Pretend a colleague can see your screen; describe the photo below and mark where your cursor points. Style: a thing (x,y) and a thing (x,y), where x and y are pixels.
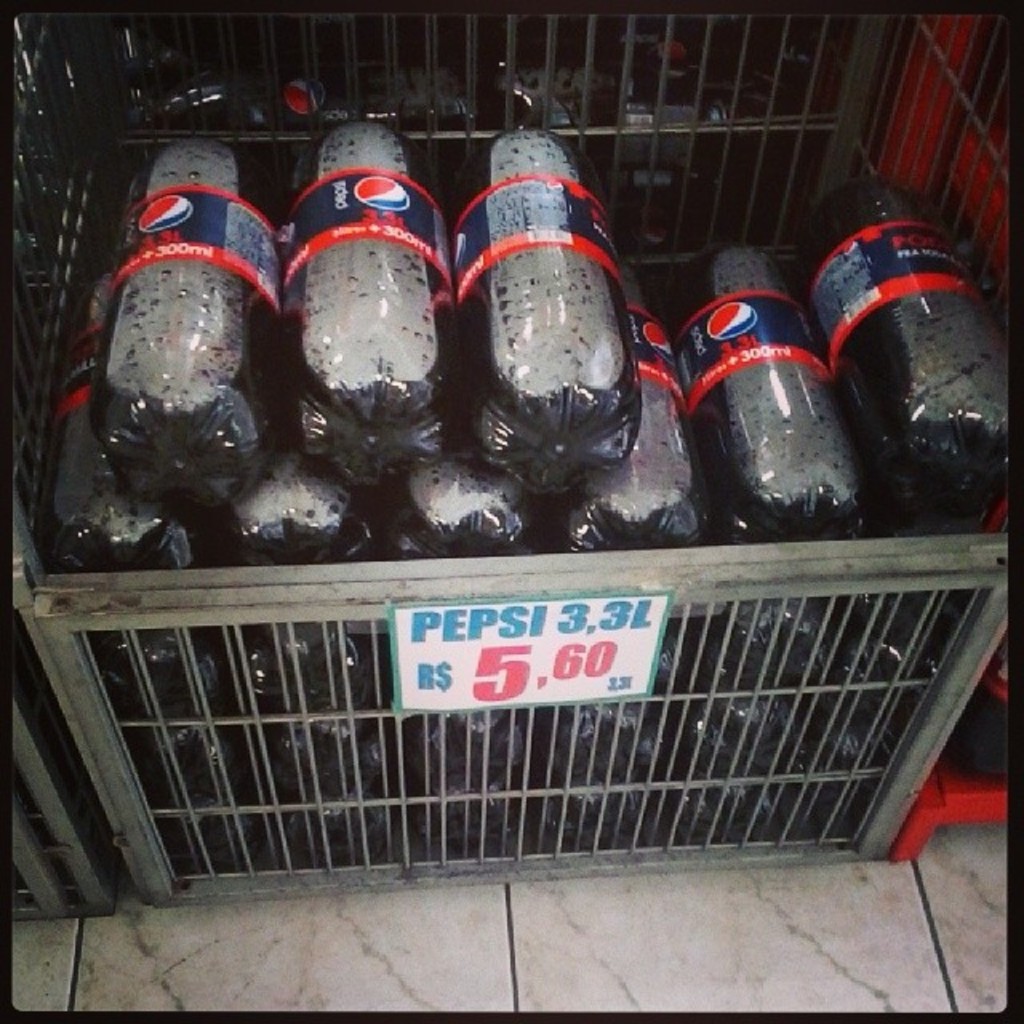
In this image I can see a box (301,698) in which bottles (311,395) are filled.
